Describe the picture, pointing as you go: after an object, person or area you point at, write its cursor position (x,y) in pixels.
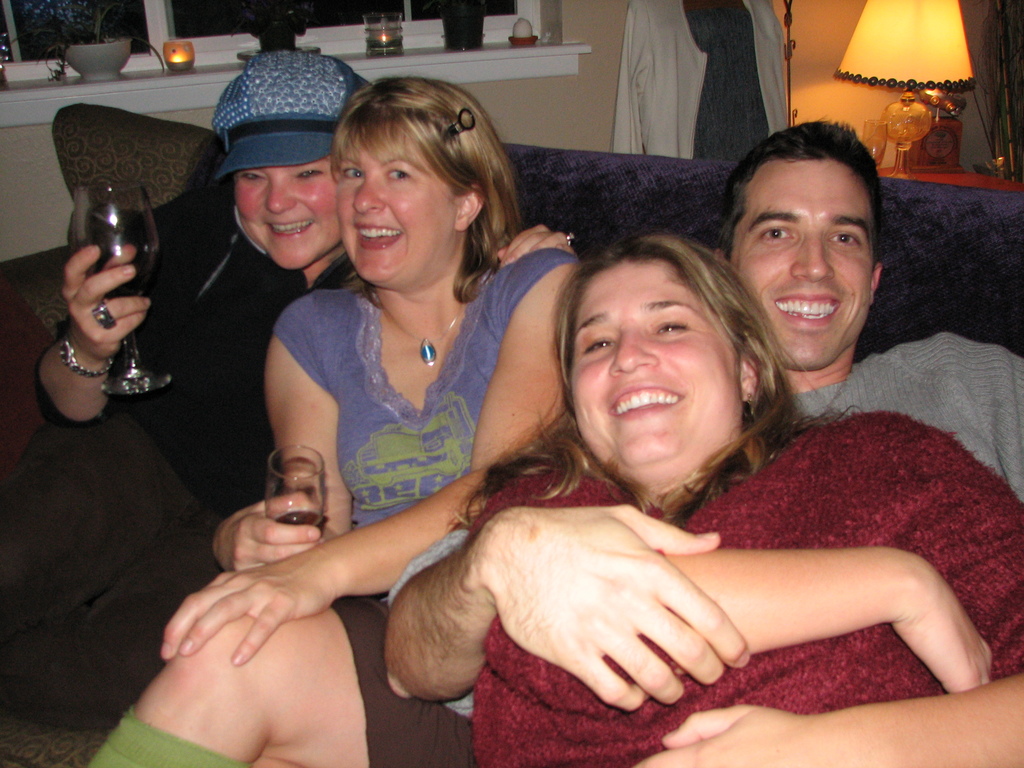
In this image there are four people (801,525) sitting on sofa (998,285). Person (281,64) at the left side (228,87) is holding a glass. At the left top corner (181,71) there is a potted plant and light (178,42). At top right (786,110) there is a dress (776,53) and lamp (903,161).
